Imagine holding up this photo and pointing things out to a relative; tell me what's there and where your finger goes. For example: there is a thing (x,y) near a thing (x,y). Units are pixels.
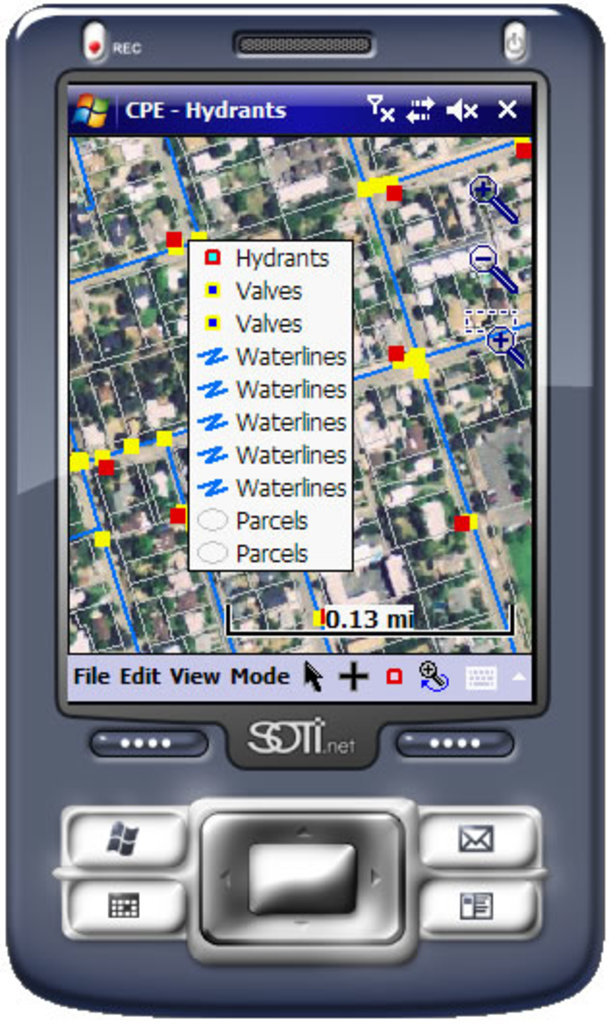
This is a graphical image. There is a mobile phone (220,959) and it has buttons (435,847) at the bottom (82,889).
